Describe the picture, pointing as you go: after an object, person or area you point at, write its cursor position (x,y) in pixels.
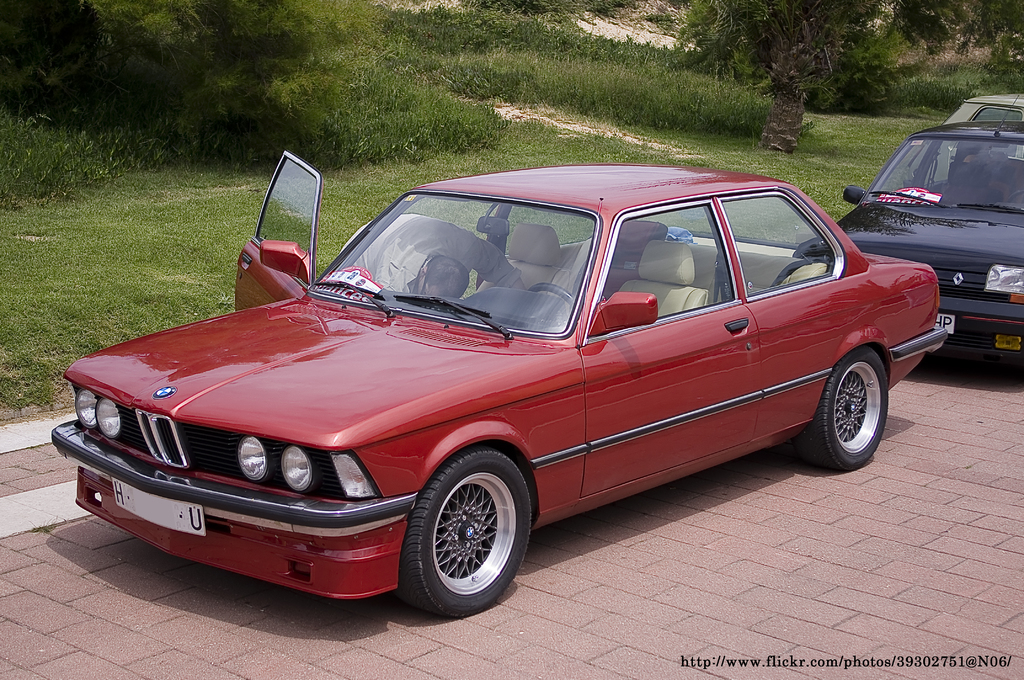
On the bottom right (887,664), there is a watermark (923,663). In the middle of this image (369,228), there are three vehicles (217,320) on the road (890,635) and there is a person (414,234) looking for something in the vehicle (421,370), which has opened a door (283,213). In the background (262,174), there are trees (780,61), plants (575,90) and grass (460,116) on the ground (538,125).
